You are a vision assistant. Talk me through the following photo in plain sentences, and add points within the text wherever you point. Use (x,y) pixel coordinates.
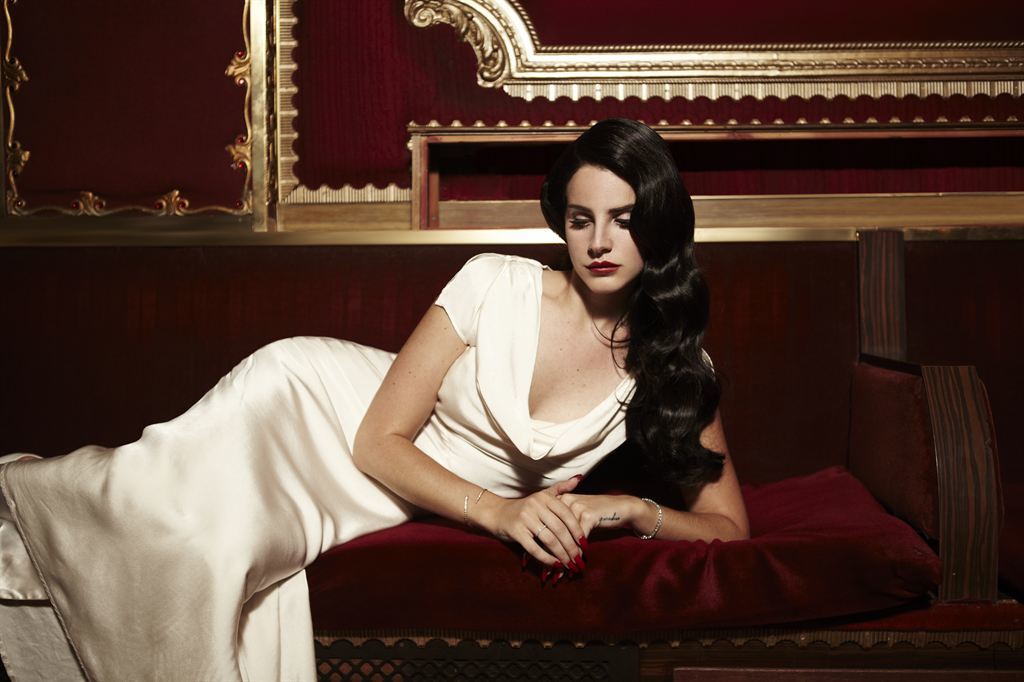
In this image, we can see a person (483,328) on the bed (673,546). This person (478,333) is wearing clothes (385,500). There are designs (653,72) at the top of the image (300,207).
